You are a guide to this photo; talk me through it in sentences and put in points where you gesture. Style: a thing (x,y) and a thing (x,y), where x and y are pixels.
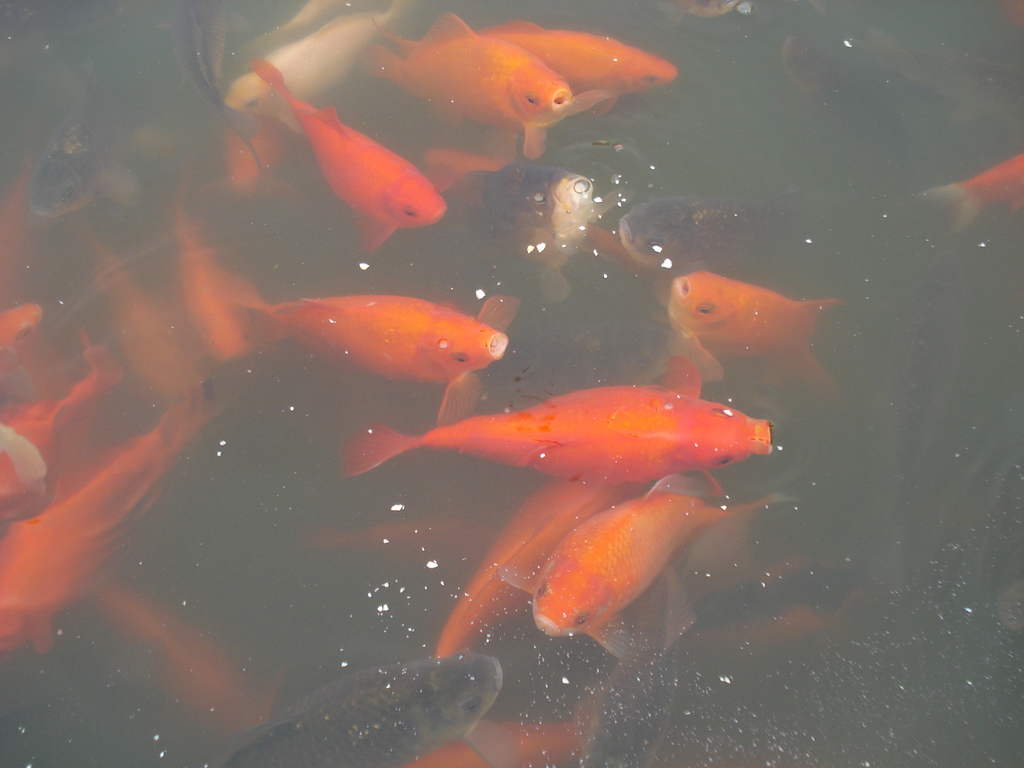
In this image there are some fishes (16,601) in the water (635,295), and there is some dust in the water (468,549).
